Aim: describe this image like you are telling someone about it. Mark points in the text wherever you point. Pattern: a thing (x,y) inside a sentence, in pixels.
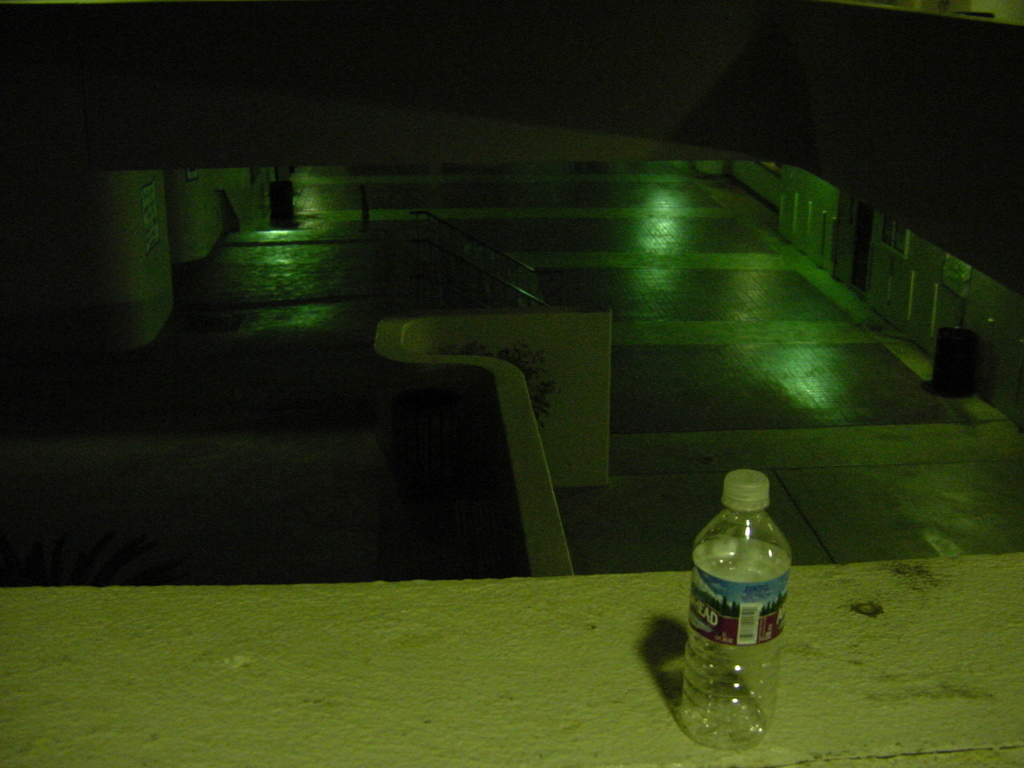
An empty water bottle (734,593) is placed on barrier wall (573,629).
